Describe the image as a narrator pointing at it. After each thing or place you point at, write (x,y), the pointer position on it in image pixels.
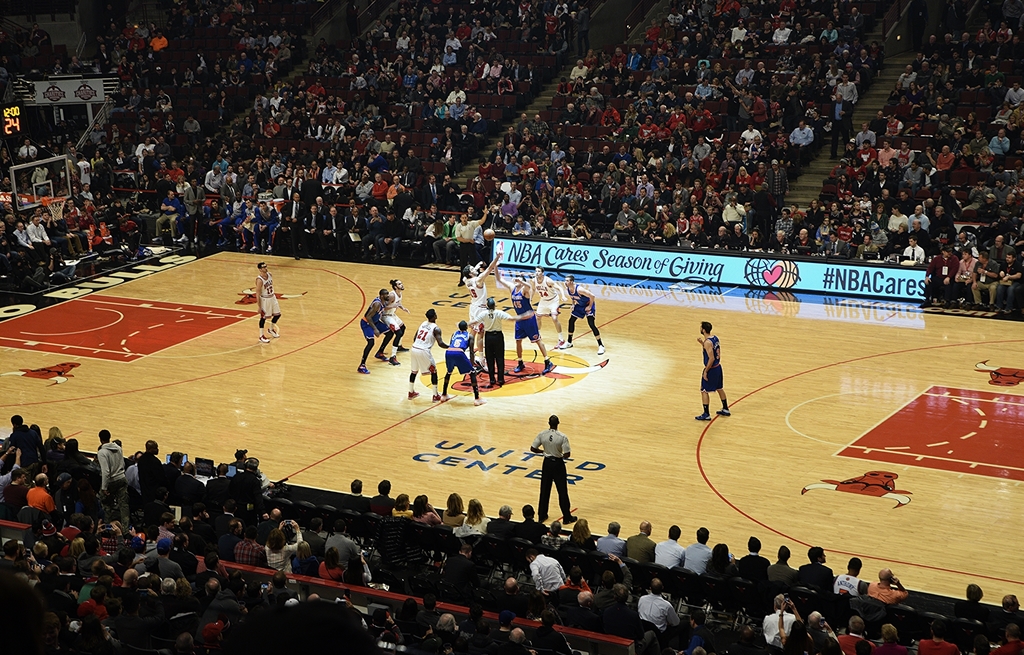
In this picture we can see some people (570,324) are playing basketball game, at the bottom (126,605) there are some people (140,614), in the background (861,73) we can see some people (490,91) are sitting on chairs (231,98), there are stairs (321,36) in the middle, on the left side (50,212) there is a goal post (55,200), we can also see a hoarding (571,268) in the middle (534,256).
